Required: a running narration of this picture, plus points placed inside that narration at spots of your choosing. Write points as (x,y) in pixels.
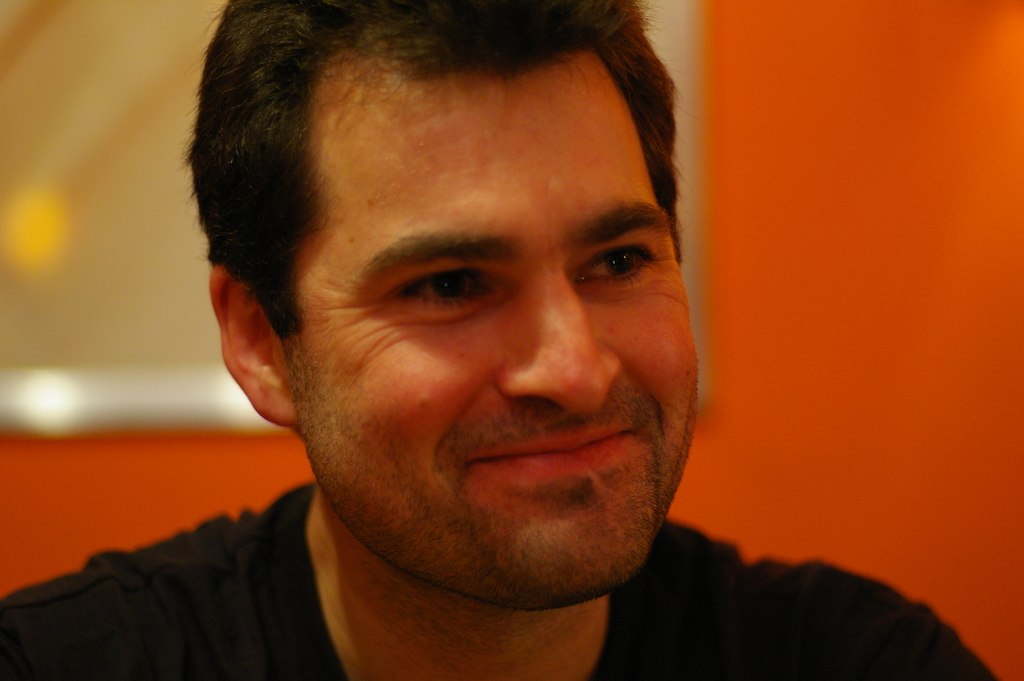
In this picture I can see a man (379,44) in front (215,678) and I see that he is wearing a black color t-shirt (810,651) and he is smiling. I see that it is blurred in the background (954,533) and I can see the orange color wall (999,244).
